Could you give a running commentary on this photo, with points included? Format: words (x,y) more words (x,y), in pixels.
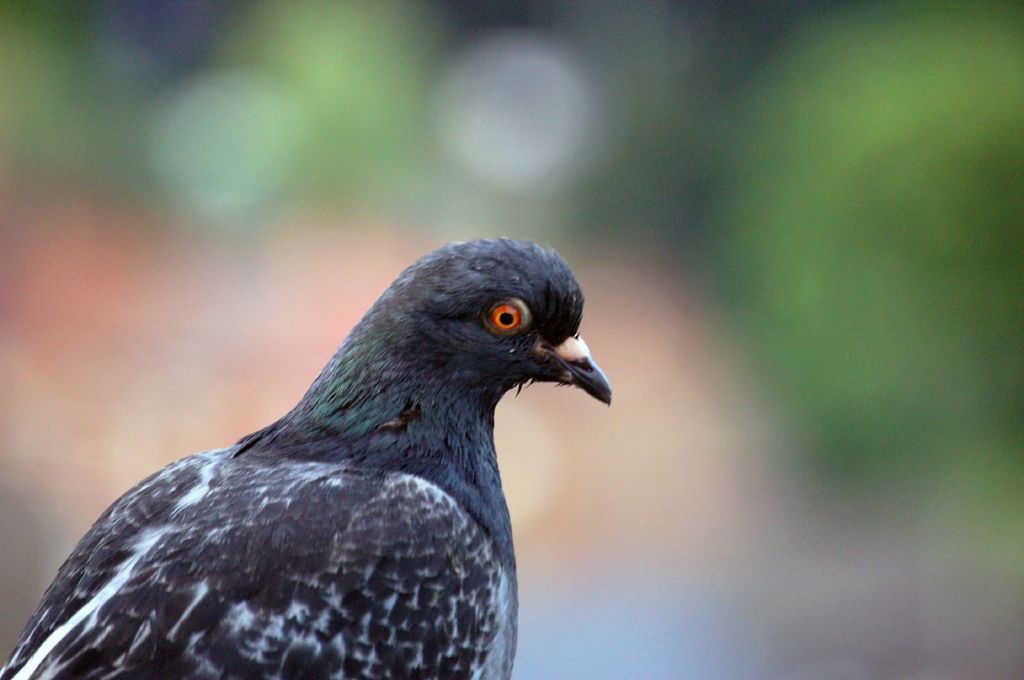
In this image I can see a bird (423,542) in the front (466,674). The background (817,56) is blurred.
